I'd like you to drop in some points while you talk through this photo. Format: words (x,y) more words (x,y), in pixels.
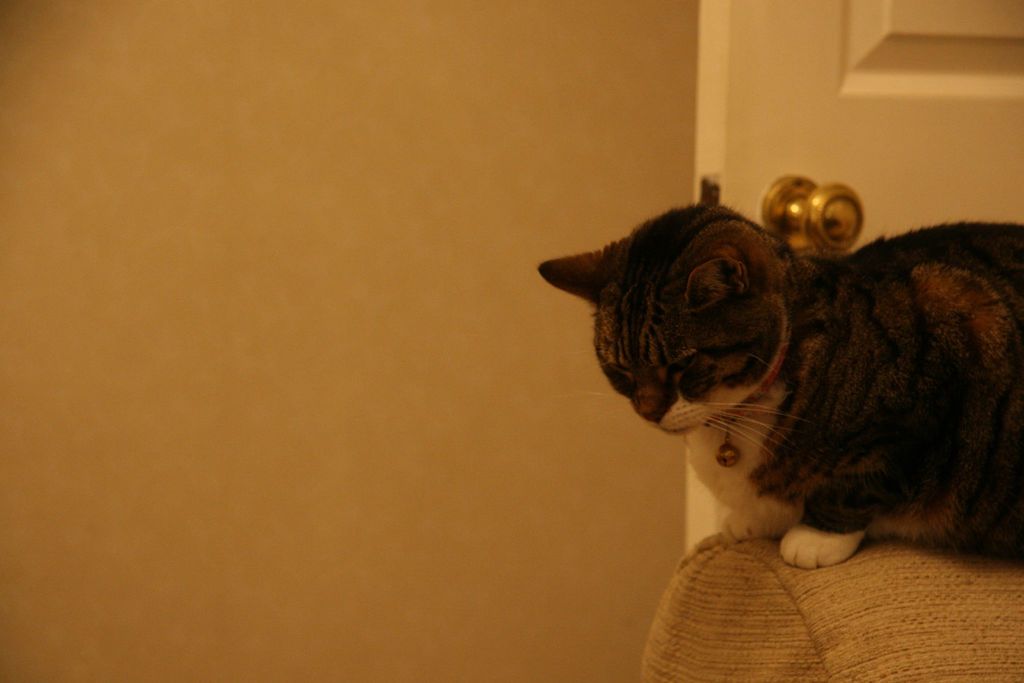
In this picture I can see black and white cat (818,391) on the cloth (785,621).
